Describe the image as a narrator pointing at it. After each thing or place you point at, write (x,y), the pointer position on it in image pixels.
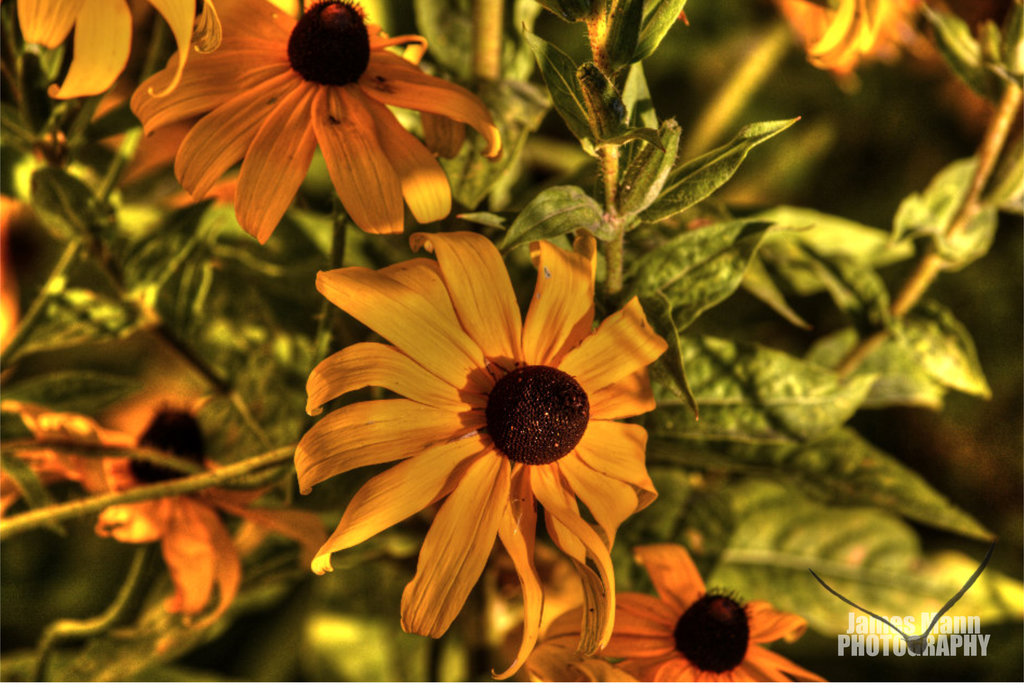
In this picture I can see the flower plant (501,290).
